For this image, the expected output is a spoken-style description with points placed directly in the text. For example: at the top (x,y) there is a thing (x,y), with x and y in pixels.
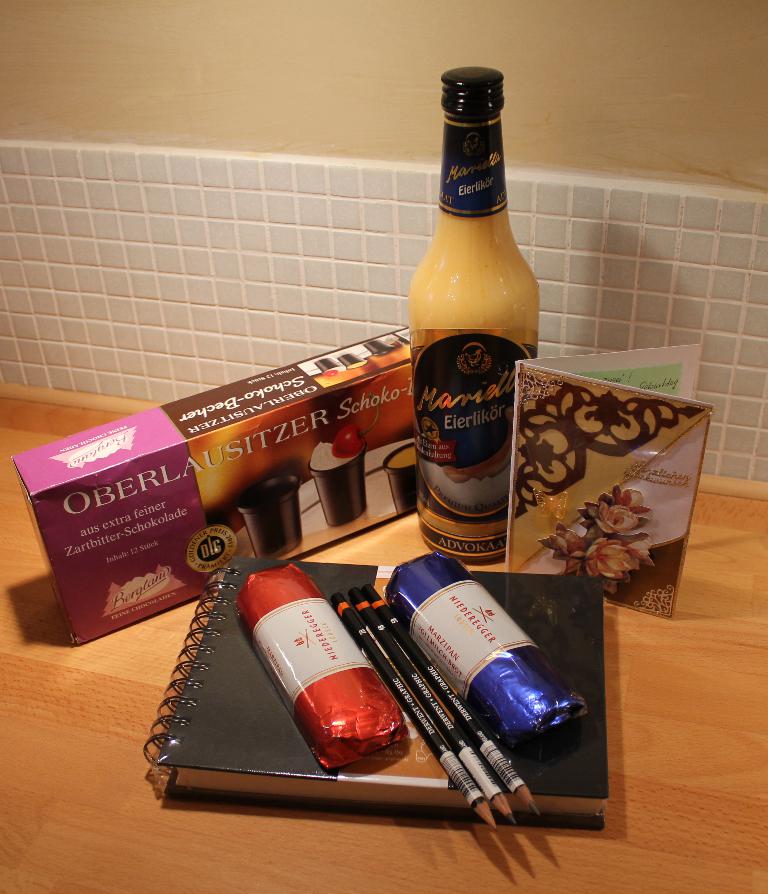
In the image there is a diary (542,577), some pencils (467,775), marzipan bars (282,575), a drink (427,452) and a greeting card (511,485) are kept in front of a wall (137,392) on the table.
